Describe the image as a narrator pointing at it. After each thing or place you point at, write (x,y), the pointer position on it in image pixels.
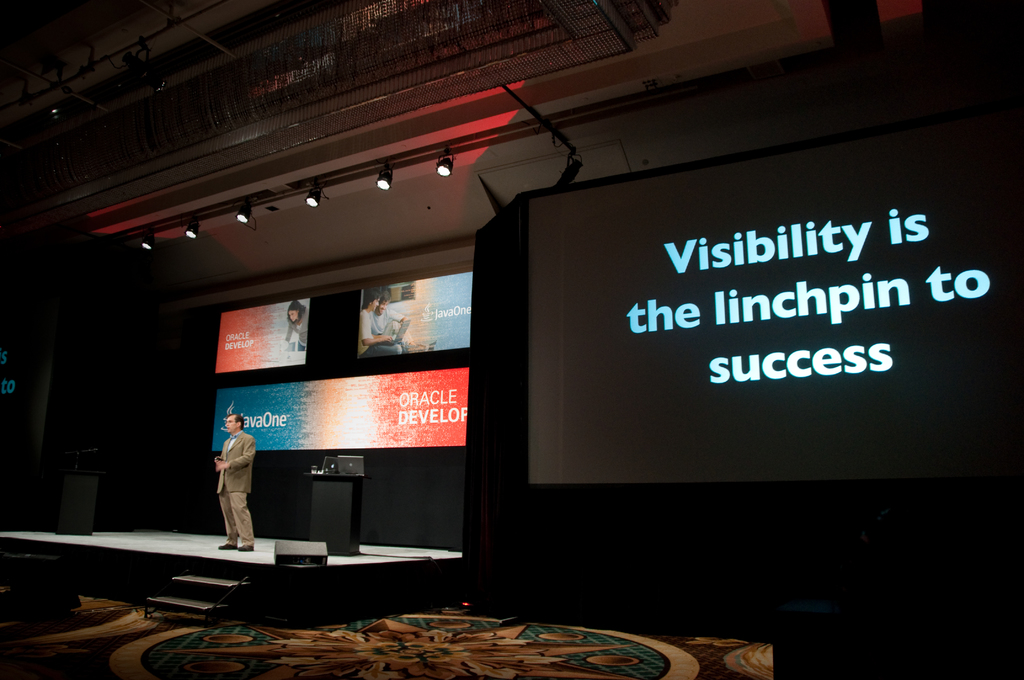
In the center of the image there is a person (234,519) standing on the stage (297,572). There is a podium (337,489). In the background of the image (329,437) there is a screen (446,348). At the top of the image (454,96) there is ceiling (231,183) with lights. At the bottom of the image (392,641) there is a carpet (513,631). To the right side of the image (893,427) there is a screen (718,455).
